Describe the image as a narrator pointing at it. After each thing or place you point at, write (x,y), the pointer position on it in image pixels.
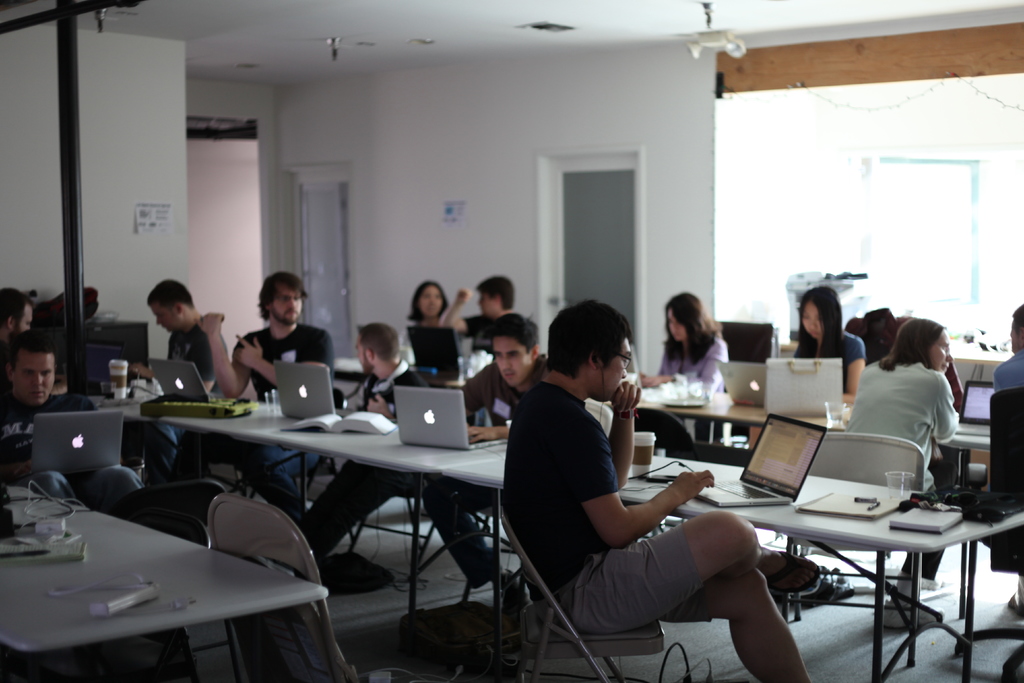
In this picture we can see some people (910,422) sitting on the chair (895,438) in front of the table (456,381) on which there are some systems (423,401) and books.
